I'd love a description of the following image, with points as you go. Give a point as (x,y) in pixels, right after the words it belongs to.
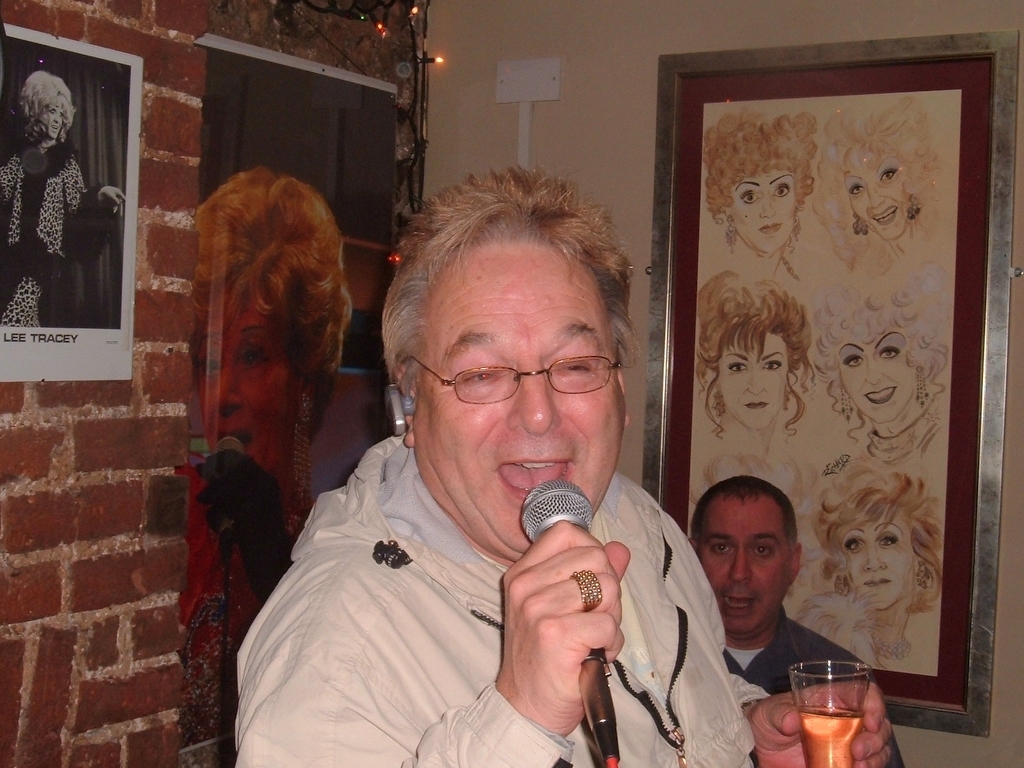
This person (573,559) standing holding microphone (609,726), glass (842,691) and talking wear glasses (572,376), behind this person (554,344) we can see wall (598,86), frame (735,160), poster (44,110), there is a person (764,649), screen (304,335) in this screen (298,311) there is a woman (290,377) holding microphone (233,444).
